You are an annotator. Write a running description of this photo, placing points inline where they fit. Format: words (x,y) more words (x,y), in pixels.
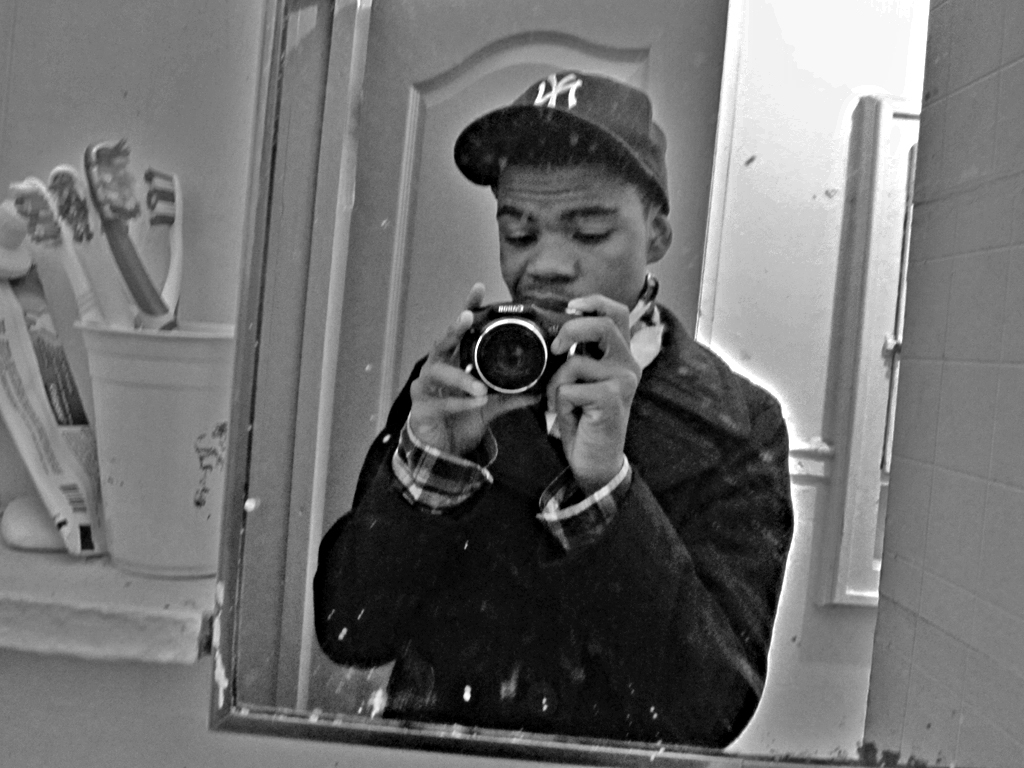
This is a black and white picture. I can see a mirror (606,744), there is a reflection (591,652) of a man (583,383) standing and holding a camera (481,363), there is a door (645,47), there are toothbrushes (179,233) in a glass (138,330), there is a tube (76,462) and an object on the cement shelf (157,627).
